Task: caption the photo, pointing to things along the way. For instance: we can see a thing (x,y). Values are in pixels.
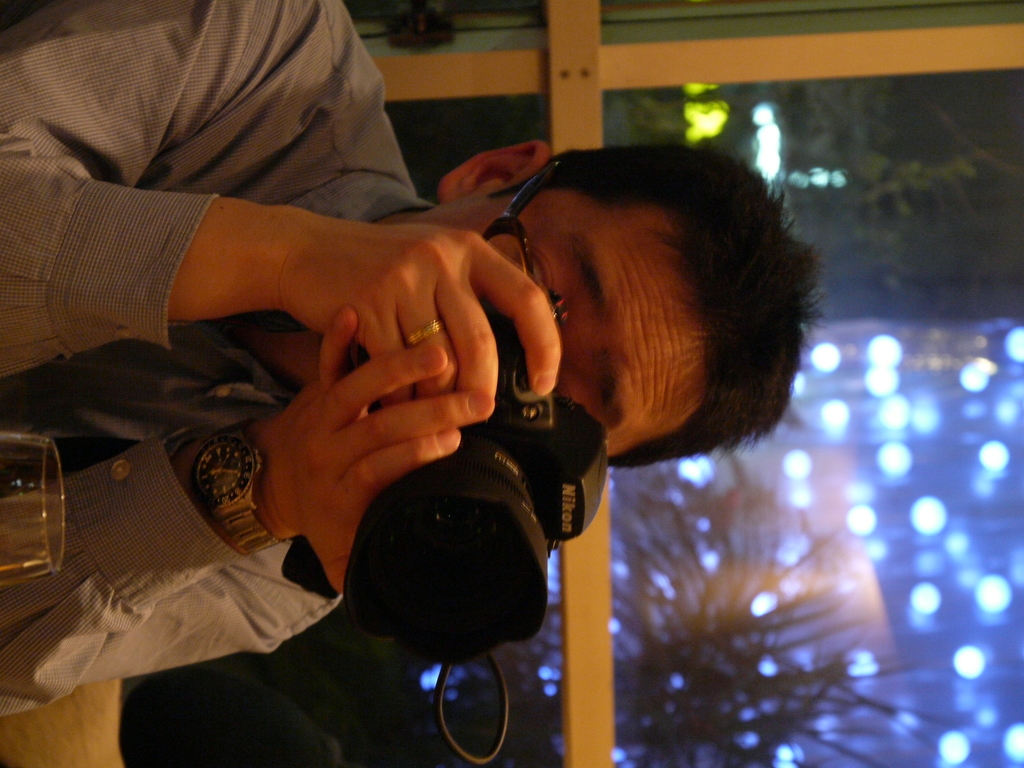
The person (186,140) wearing grey shirt (139,179) is holding a camera (443,482) in his hands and there is a glass (22,501) in front of him and there is a window (792,524) in the background (839,505).
